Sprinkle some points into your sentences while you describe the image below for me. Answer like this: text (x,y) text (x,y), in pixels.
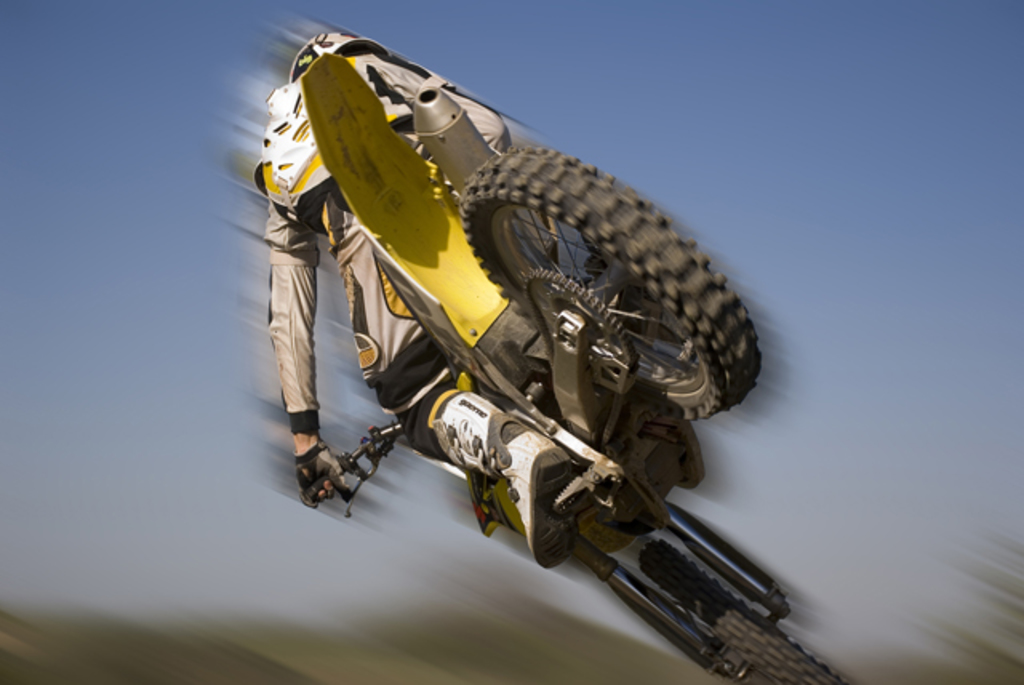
In this image I can see a person (385,377) riding the bike (626,457). I can see the background (98,663) is blurred.
